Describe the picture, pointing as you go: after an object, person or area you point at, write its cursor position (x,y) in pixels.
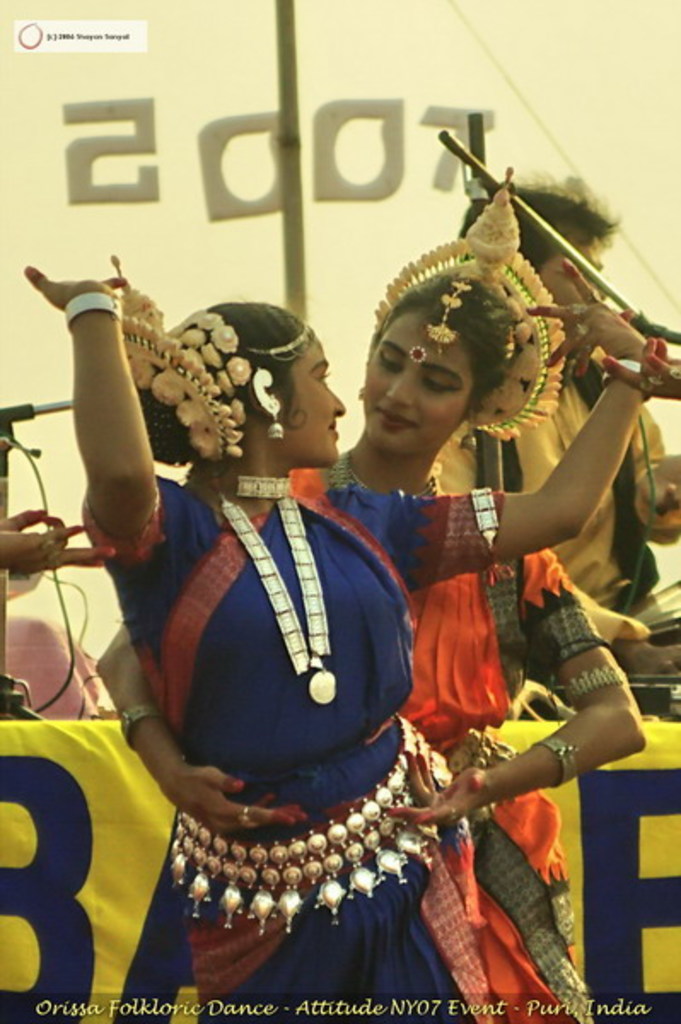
These are two classical dancers (339,608) who are performing. One girl (292,764) is in blue dress (292,764) and the other girl (448,702) is in orange dress (467,721). Both are wearing ornaments (368,884) and headwear (515,372). Behind them there is a stage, who are artists (19,658) playing some music. In the background (401,50) we can see some flex (242,156) with a number 2007 (248,206).
